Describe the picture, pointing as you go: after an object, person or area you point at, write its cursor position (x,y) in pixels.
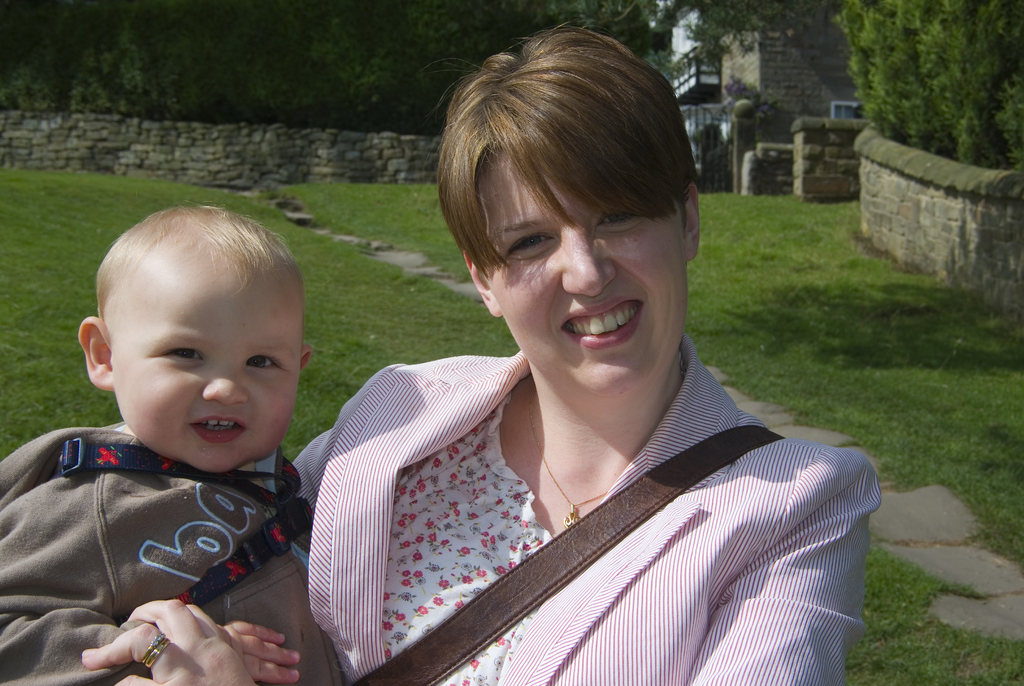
In this image we can see a woman (493,523) holding a baby (214,566) and in the background (427,325) there is a grass (718,343), trees (946,40), wall (744,189) and building (761,141).
